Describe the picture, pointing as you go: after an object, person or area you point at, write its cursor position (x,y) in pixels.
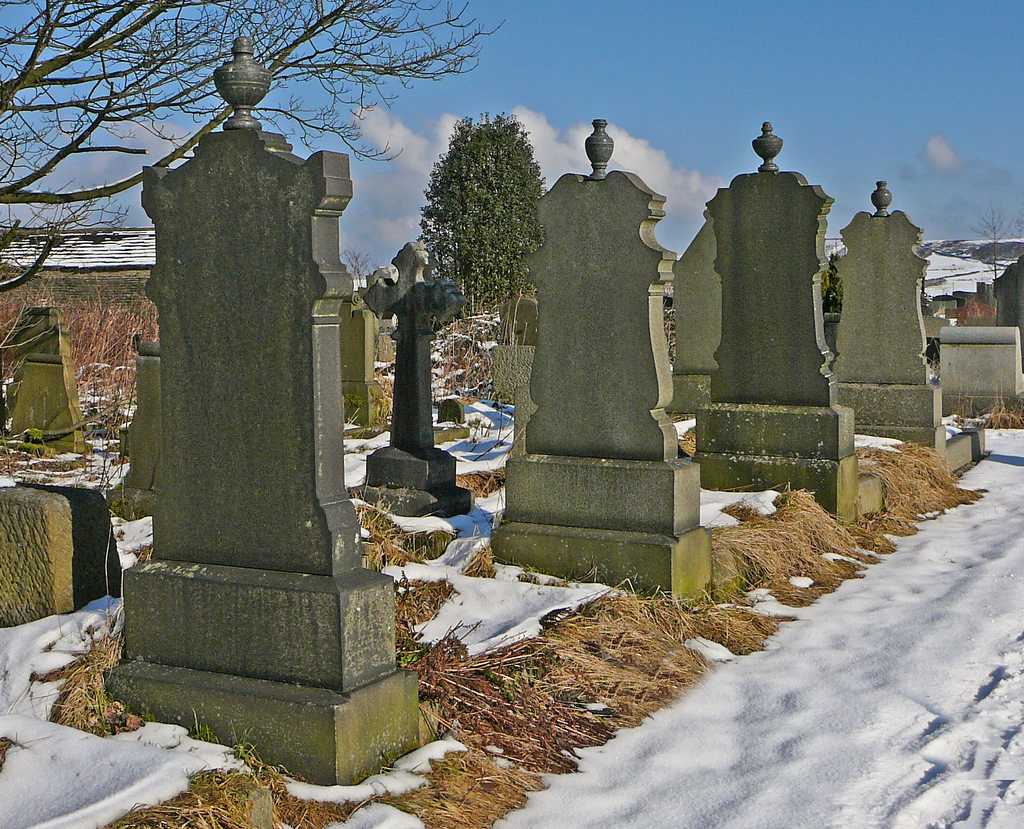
In the center of the image (516,403) we can see graves (394,277), plants (475,153), trees (508,165), shed (143,274). At the bottom of the image (653,799) we can see dry grass (643,679), snow (727,679). At the top of the image (758,100) clouds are present in the sky (798,93). On the right side of the image (939,244) mountains (973,254) are there.
